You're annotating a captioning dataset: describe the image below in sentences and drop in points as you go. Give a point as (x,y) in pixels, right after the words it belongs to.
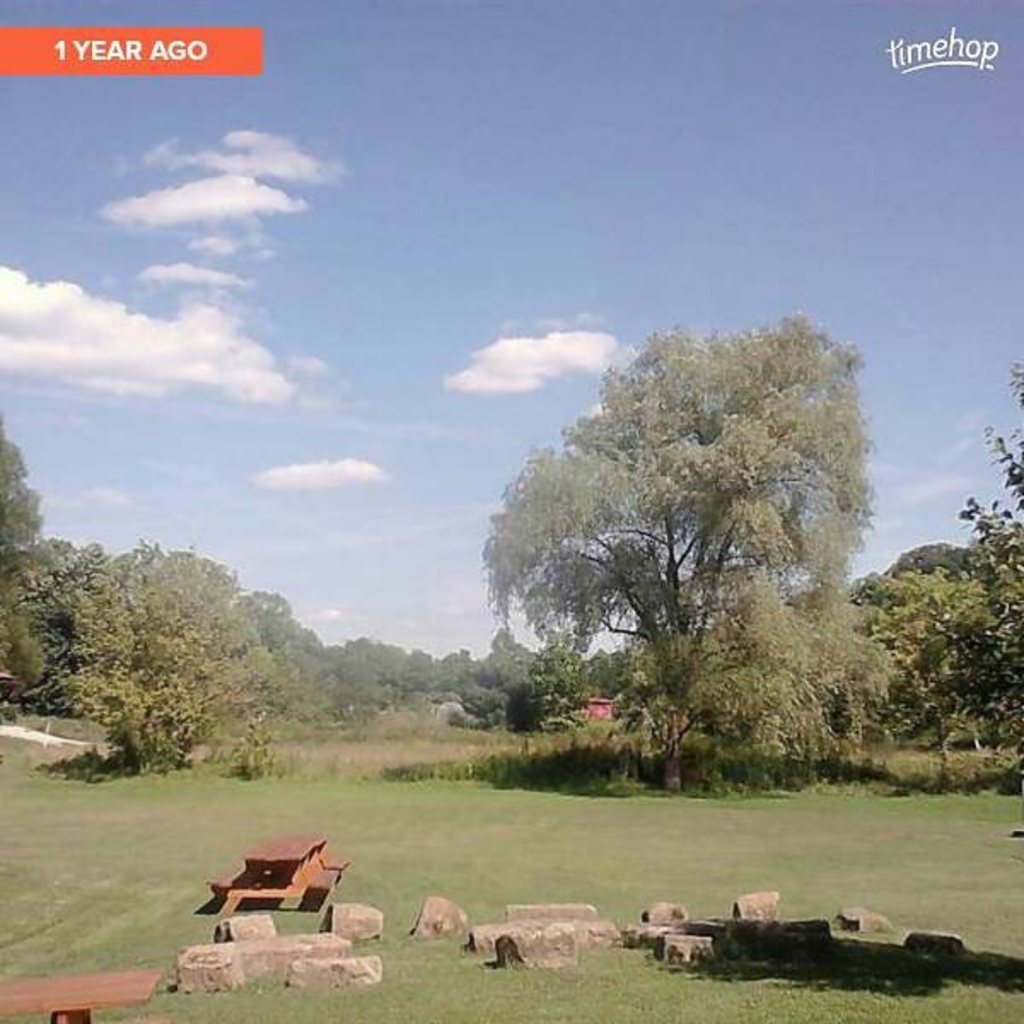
In this image we can see many trees (533,685) and plants (429,710). There is a grassy land (350,748) in the image. There are few benches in the image. We can see the clouds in the sky (610,84). There is some text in the image.
